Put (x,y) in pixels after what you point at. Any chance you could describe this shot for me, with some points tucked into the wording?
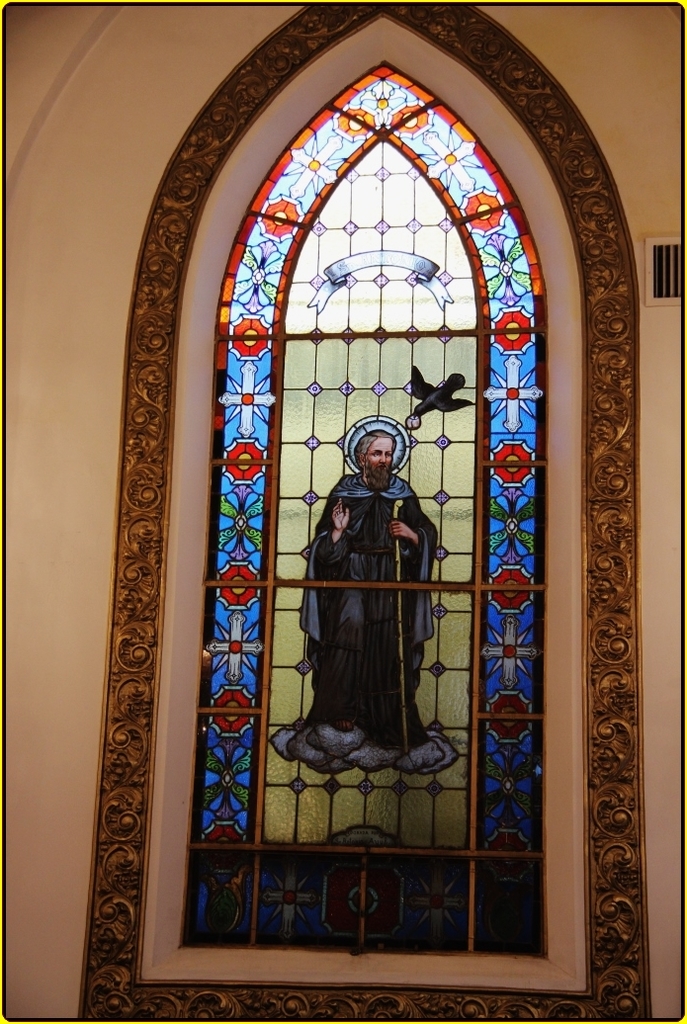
In this picture we can observe an image (352,636) of a saint (344,594) on the stained glass (419,526). We can observe a cream color wall (88,323).
